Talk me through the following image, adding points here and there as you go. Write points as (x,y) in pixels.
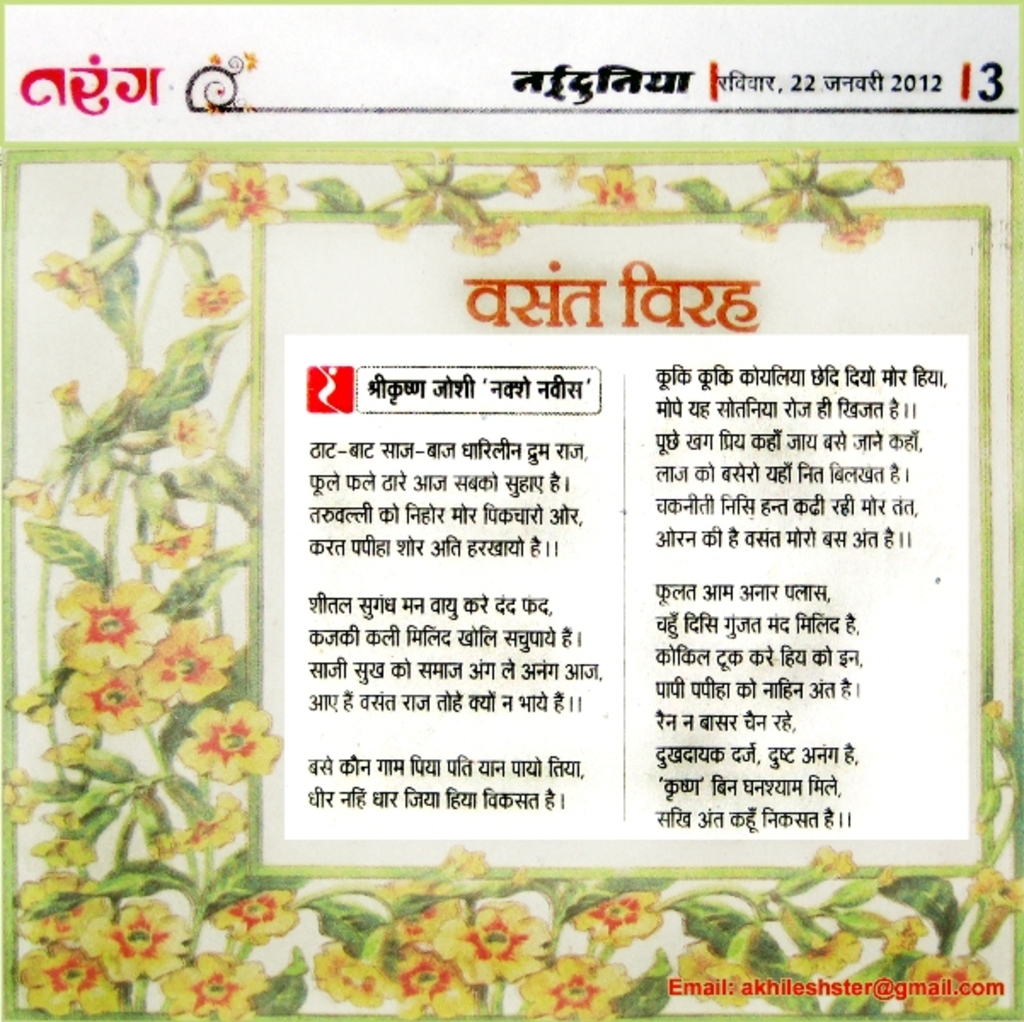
This image consists of a poster (491,854) with a few images (244,927) of flowers (104,952) and a creeper (122,828) with green leaves (194,385). There is a text (554,650) on the poster (634,232).
